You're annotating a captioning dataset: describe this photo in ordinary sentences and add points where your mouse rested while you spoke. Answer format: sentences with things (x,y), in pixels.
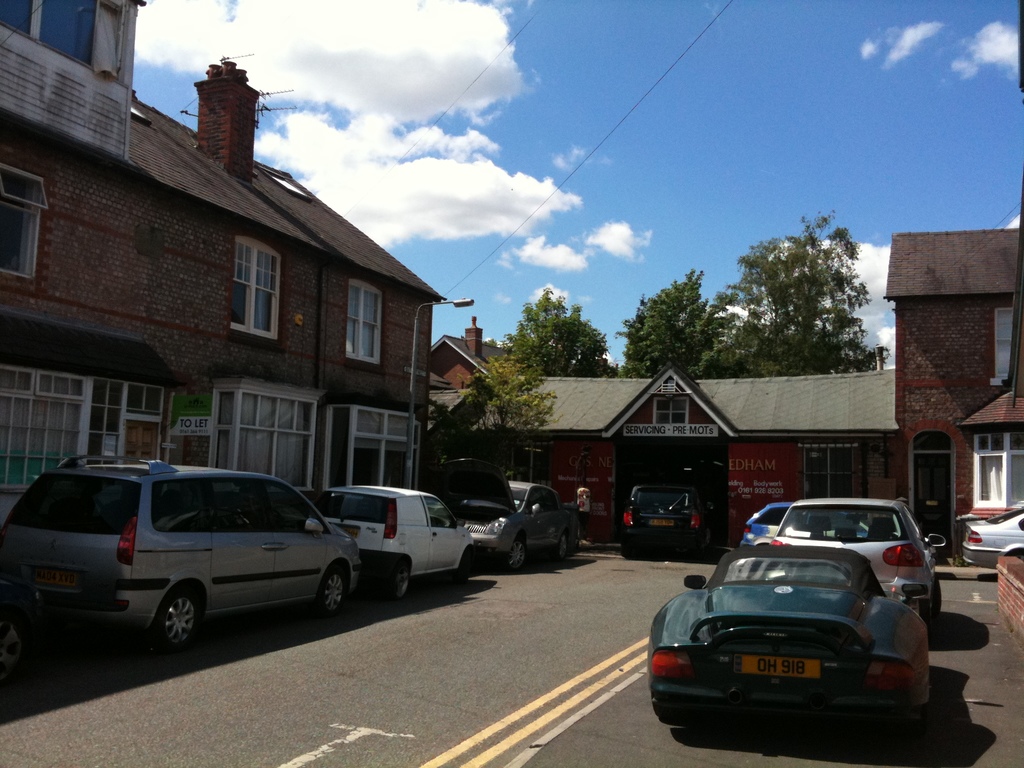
In this image there are buildings (617,425). At the bottom (833,630) there are cars (885,649) on the road (648,641). In the background (560,372) there are trees (519,339) and we can see a pole (457,303). At the top (504,72) there is sky (699,60) and we can see wires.
